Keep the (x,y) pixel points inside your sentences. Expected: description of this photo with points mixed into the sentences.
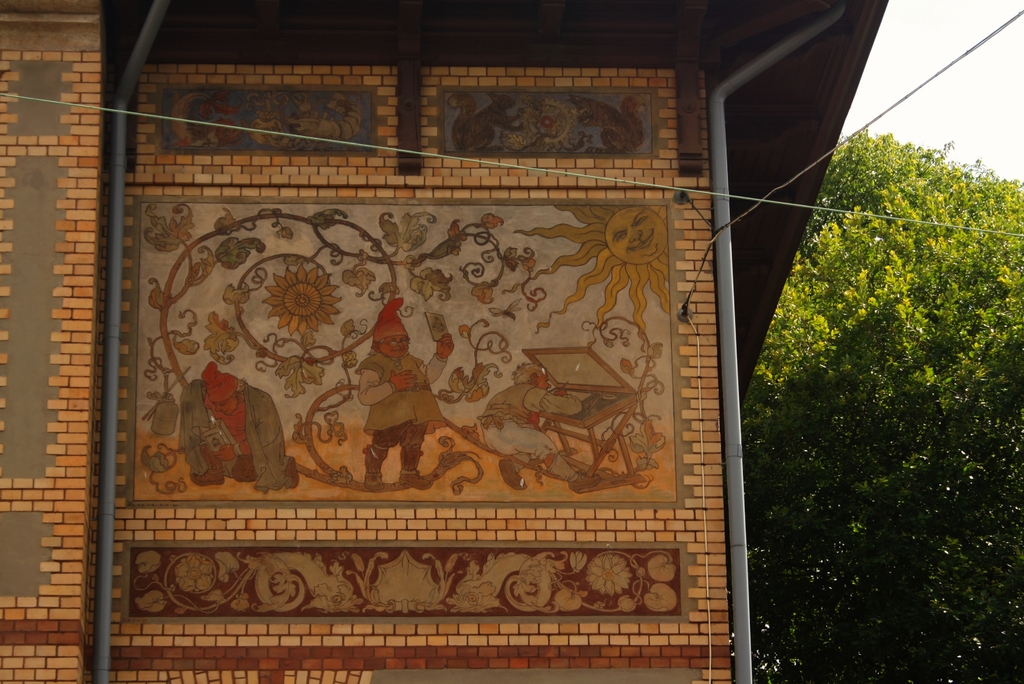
In the picture we can see a house wall (38,539) with some arts (424,489) and paintings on it and beside it, we can see a tree (933,596) and a part of the sky (860,111).
